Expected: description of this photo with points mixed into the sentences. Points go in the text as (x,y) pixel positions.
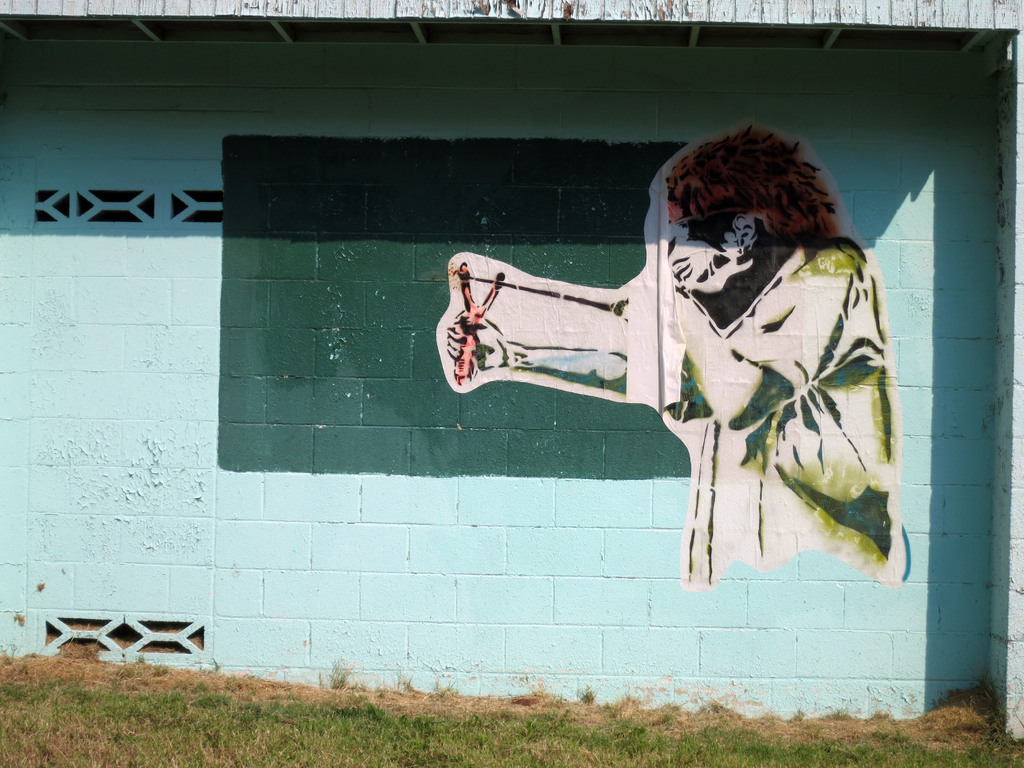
In the picture we can see painting (634,380) of a person (630,301) which is on the wall (110,280) and we can see grass (172,724) at the bottom of the picture (238,706).
